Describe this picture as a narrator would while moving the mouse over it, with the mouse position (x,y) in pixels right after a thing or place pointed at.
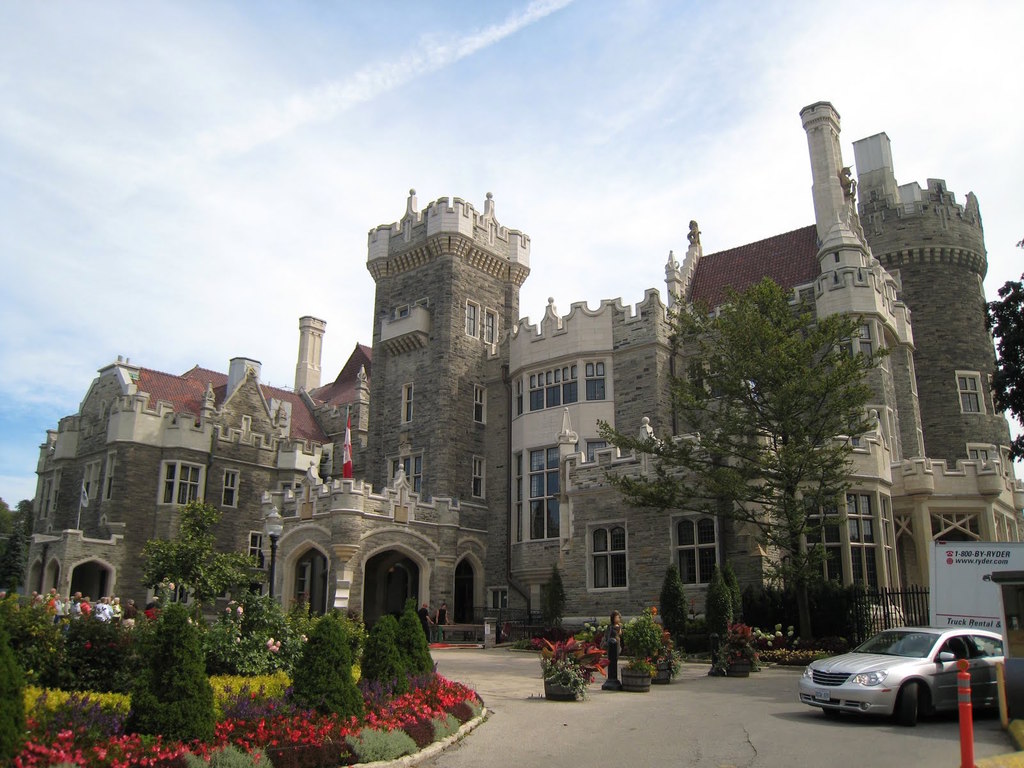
In this image there are some plants (312,674) in the bottom of this image (158,684). There is a car (936,689) on the bottom right corner of this image (877,687). There is a fencing (881,626) on the top side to this car (947,660). There are some trees (19,520) on the right side of this image (734,502) and left side of this image (6,524) as well. There is a building (436,425) in the middle of this image (439,413). There is a sky (435,127) on the top of this image (207,165).
